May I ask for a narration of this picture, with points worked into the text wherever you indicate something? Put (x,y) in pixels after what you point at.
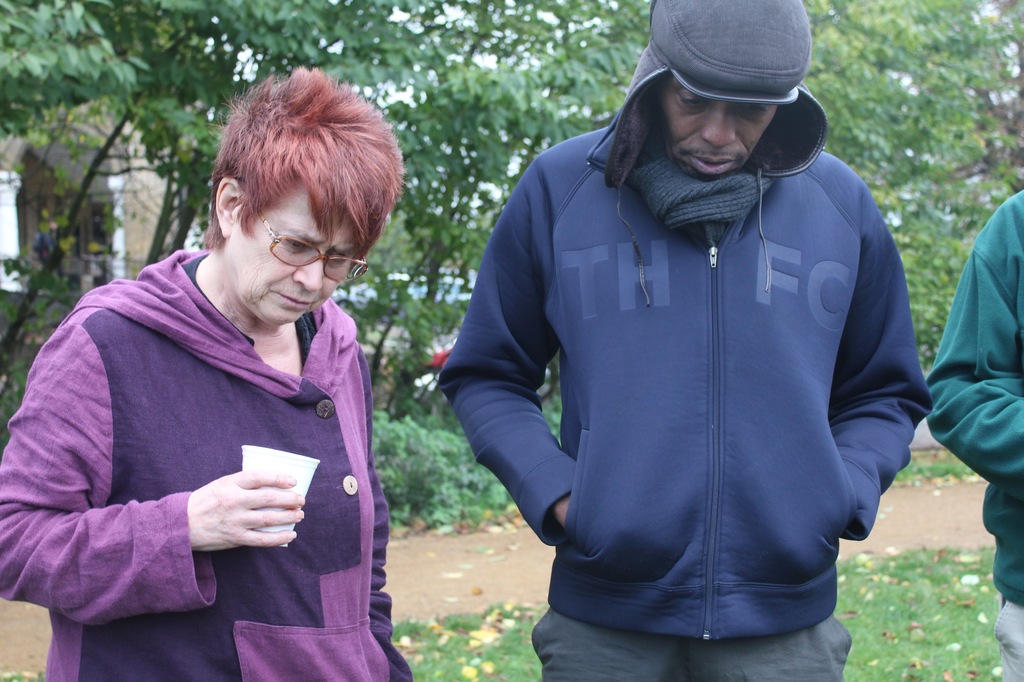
In this picture there is a man (640,650) who is wearing cap (701,32) and trouser (573,669). Beside him there is a woman (370,554) who is holding a glass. On the right (1012,336) I can see another person (995,296) who is wearing green hoodie (1017,534) and grey trouser (1018,633). In the background (519,170) I can see many trees (989,55), plants (407,416), grass (912,593) and buildings (11,181). Beside the building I can see some vehicles (463,294). At the top (521,46) there is a sky (457,9). At the bottom (459,631) I can see many dry leaves (489,676).
